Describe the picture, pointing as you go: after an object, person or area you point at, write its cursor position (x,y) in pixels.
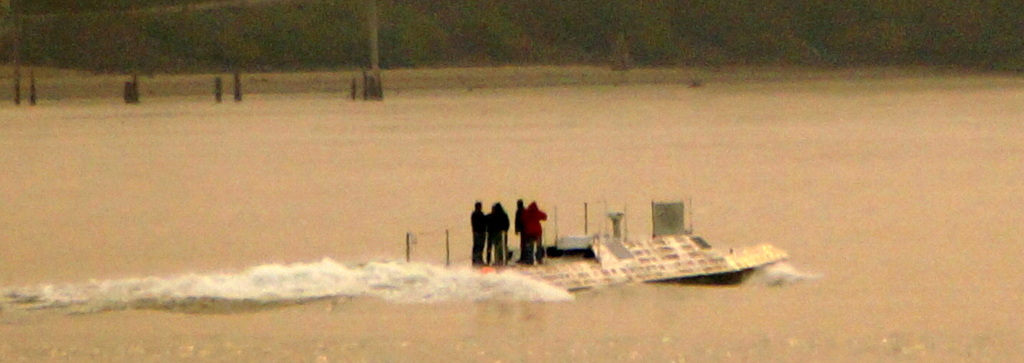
In the picture it looks like a flood (630,204), the area (588,172) is completely filled with water (675,317) and at the center (477,227) there are few people (538,235) standing on the deck (680,257) of a boat (638,267).
